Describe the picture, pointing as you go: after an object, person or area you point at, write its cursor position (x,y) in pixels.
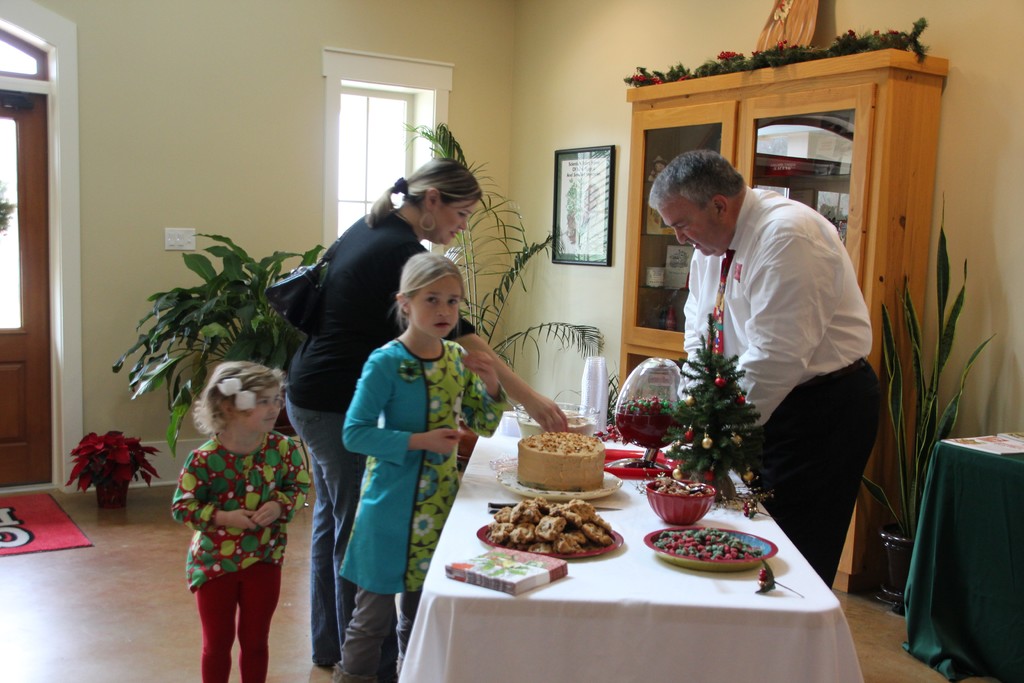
This picture shows a man (761,403) and a woman (393,268) and two children (409,516) are standing and we see some cookies (582,502) and cake (534,438) on the table (451,515) and we see few plants (489,242) and cupboard (904,174) and a photo frame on the wall (513,106).
